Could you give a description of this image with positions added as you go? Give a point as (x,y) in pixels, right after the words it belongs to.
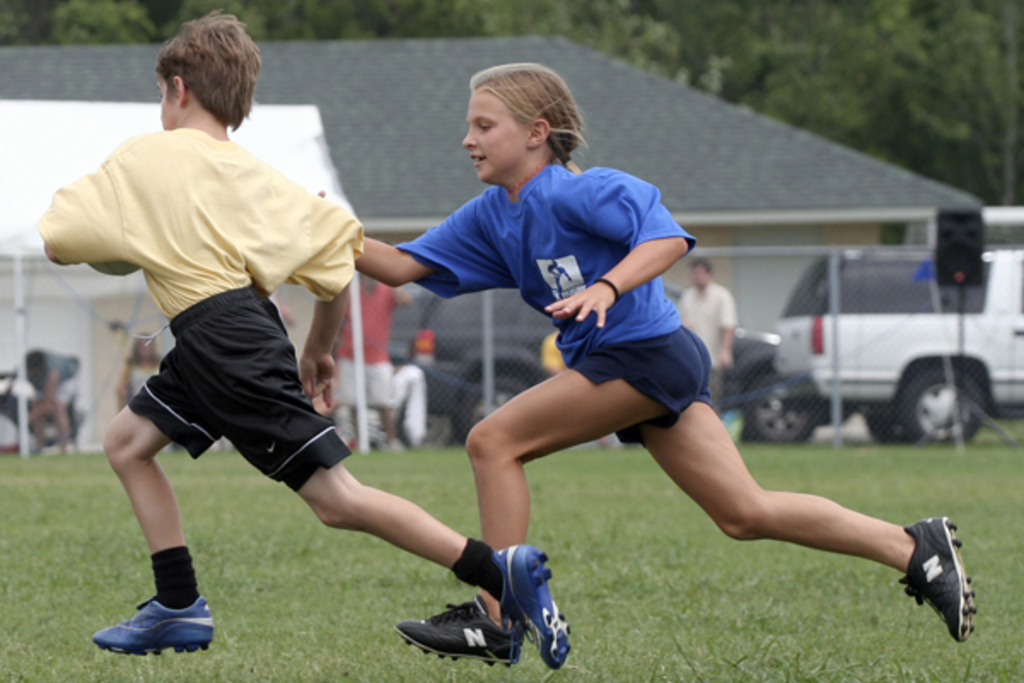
In this picture there are kids (516,400) running and we can see grass (667,574). In the background of the image (471,356) we can see mesh (455,328), vehicles (459,351), people (72,381), tent (15,349), house (839,216) and trees (861,97).
